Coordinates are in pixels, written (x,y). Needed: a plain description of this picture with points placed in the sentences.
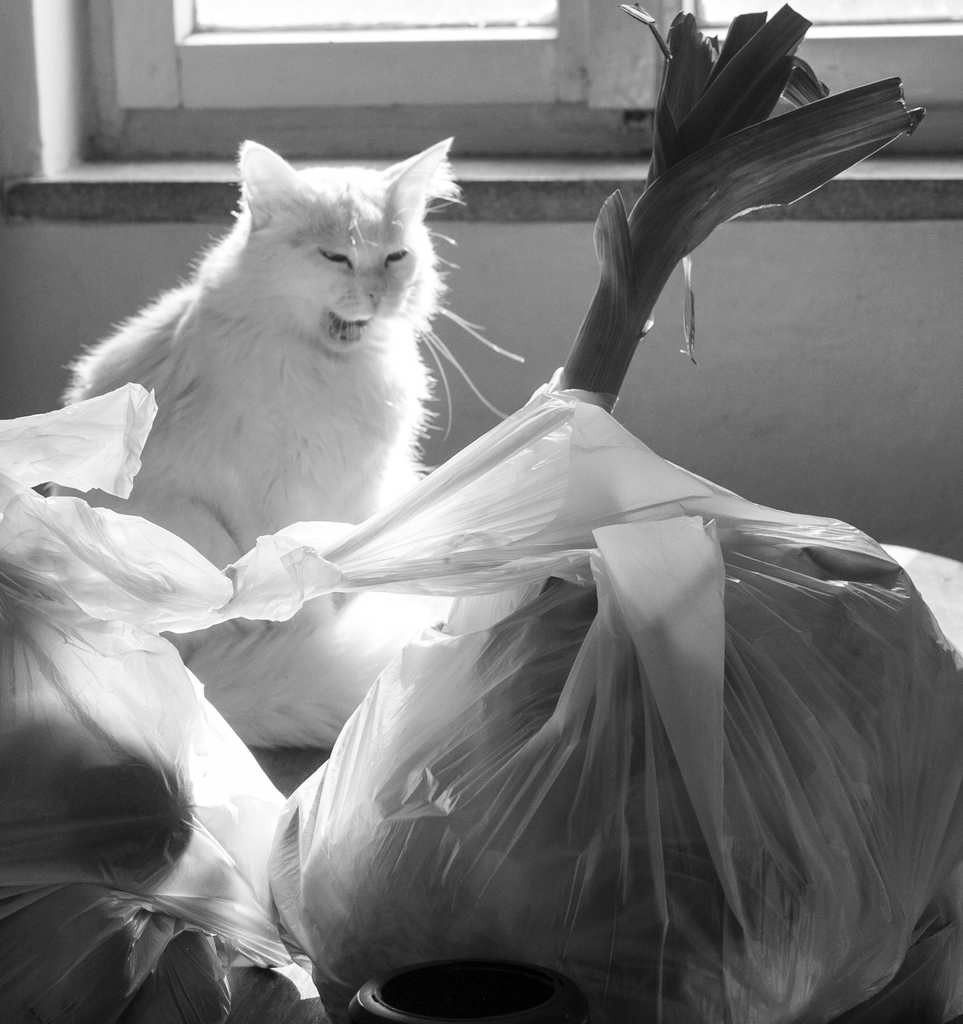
This is a black and white image where we can see some objects (577,472) are kept in the cover (117,570), we can see a plant (875,108), a cat (229,253) and we can see the windows (960,108).
